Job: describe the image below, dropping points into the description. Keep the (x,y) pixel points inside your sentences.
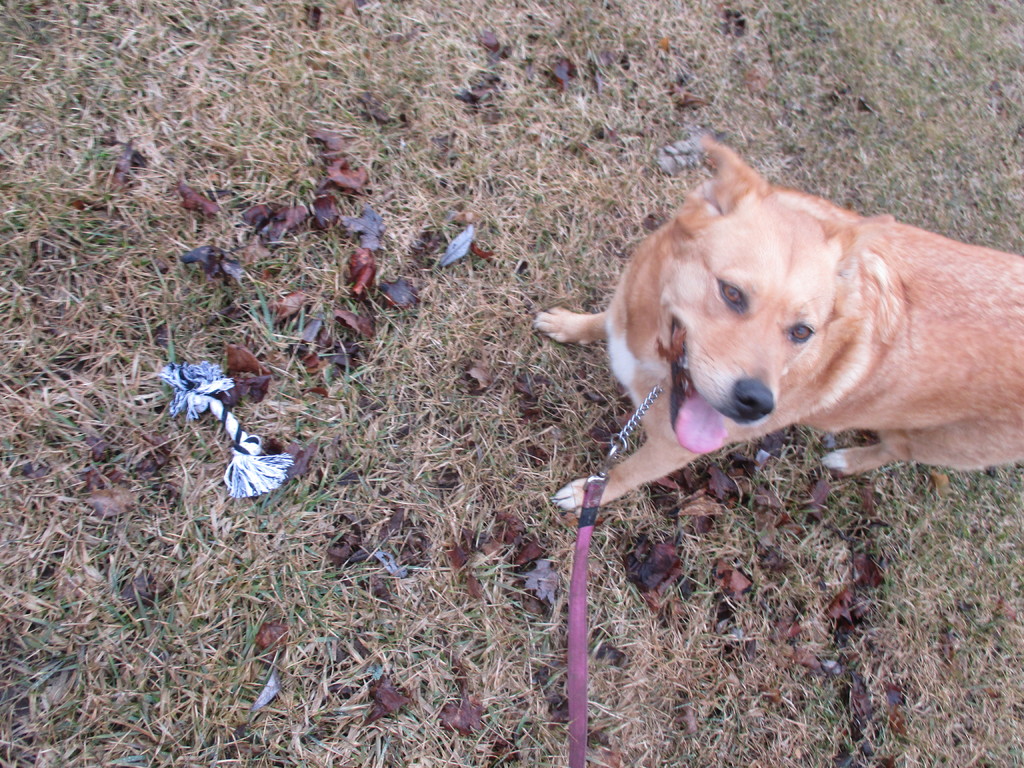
In this image in the front (841,311) there is a dog (805,356) standing on the ground (402,245) and there is a chain (613,451) tied to the neck (654,354) of the dog (678,358) and there is dry grass (287,332) on the ground (409,276).
